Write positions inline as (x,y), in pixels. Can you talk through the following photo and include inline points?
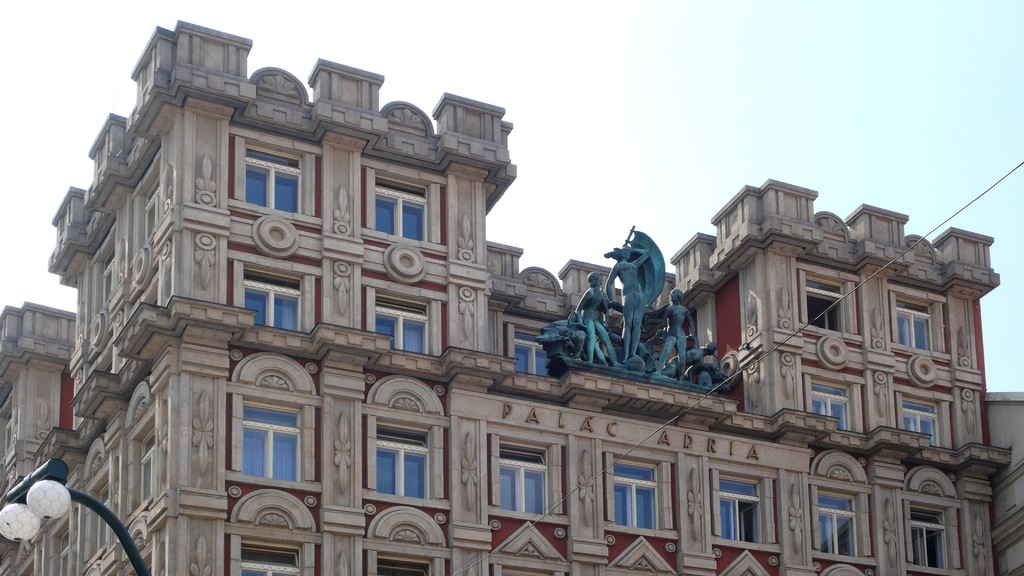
In this image there is a building (493,462) with so many glass windows (646,478). In the middle (591,343) there are sculptures (625,324). At the top (680,59) there is the sky (673,50). On the left side (71,501) bottom there are lights (44,513) attached to the pole (118,528). There is a wire (622,457) in the middle of the image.
